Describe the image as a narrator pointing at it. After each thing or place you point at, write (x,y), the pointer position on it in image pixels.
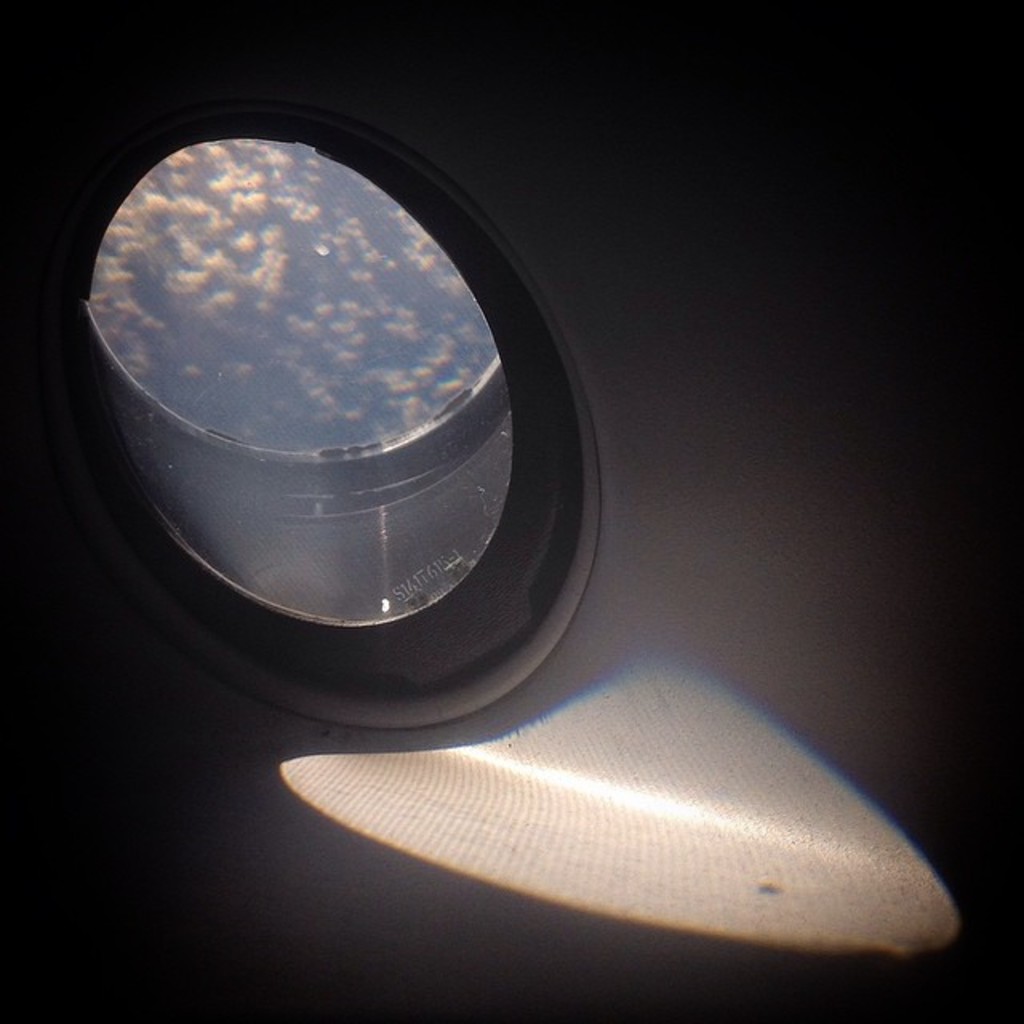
In this image I can see the glass window (342,471) and through the glass window (199,358) I can see the clouds (231,219).
